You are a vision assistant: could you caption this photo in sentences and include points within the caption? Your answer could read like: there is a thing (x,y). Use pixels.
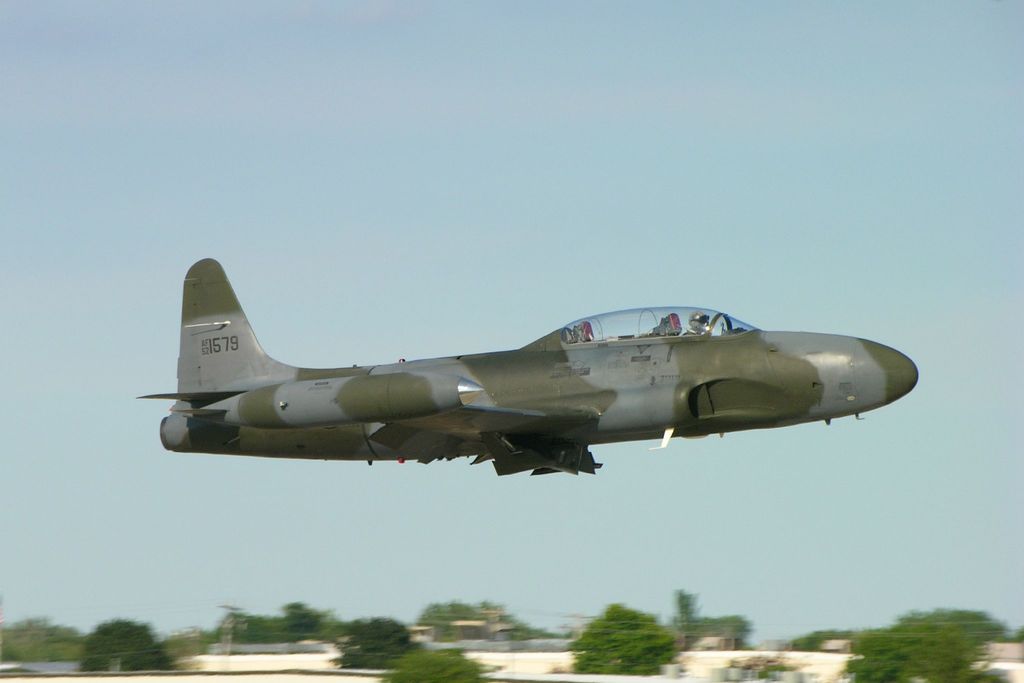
In this image we can see a person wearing helmet (705,327) is sitting in a airplane (594,426) flying in the sky (342,214). In the background (633,632) we can see group of trees (640,632).
